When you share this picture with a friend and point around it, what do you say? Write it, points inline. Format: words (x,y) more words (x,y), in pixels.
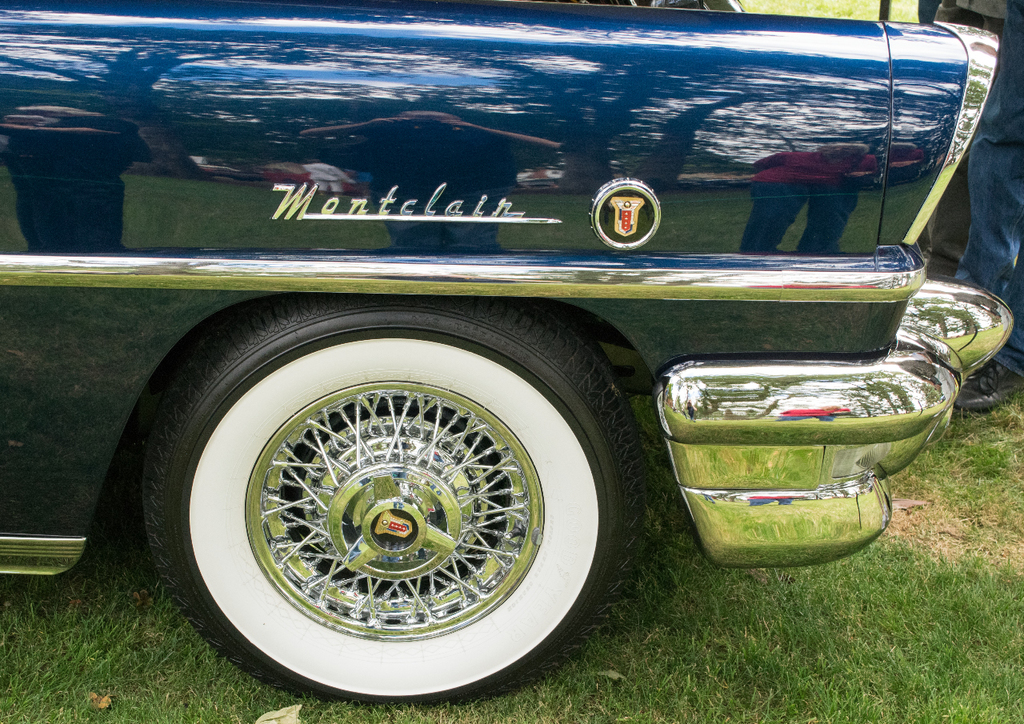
In this picture we can see blue color car (407,177). On the bottom (964,605) we can see grass (773,665). On the right (1012,98) we can see a person's leg (1016,119) who is wearing jeans (1010,182) and shoe (990,382). In the car's reflection (576,213) we can see a man (802,199) who is holding a camera (425,119) and trees (396,106).
